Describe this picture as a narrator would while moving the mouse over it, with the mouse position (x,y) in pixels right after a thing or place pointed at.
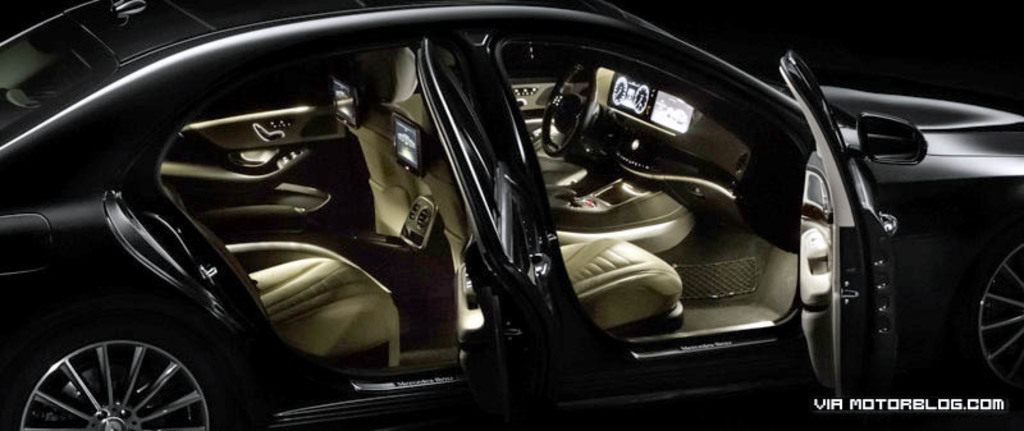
This is the picture of a black car (446,234). In the car (686,173) there is a steering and there are three screens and there are seats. In the bottom right (928,409) there is a text (837,397).
